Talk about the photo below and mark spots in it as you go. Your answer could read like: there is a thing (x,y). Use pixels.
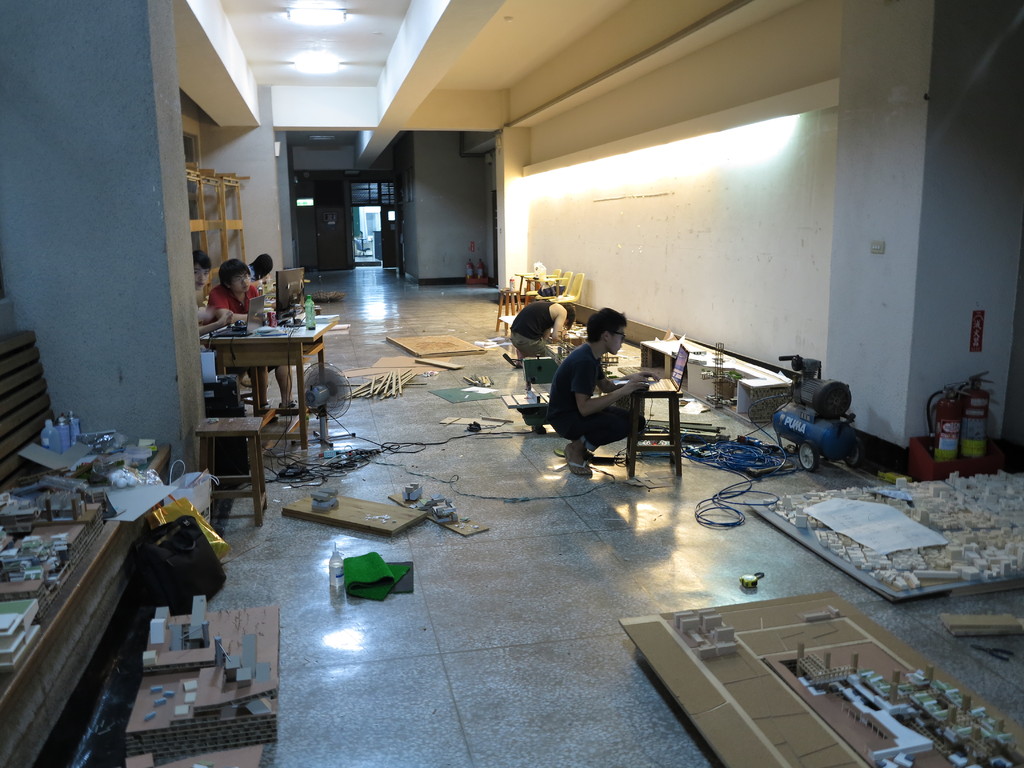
In this image we can see some people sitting and we can also see wooden objects (24,374), walls (606,235), lights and roof (519,4).
